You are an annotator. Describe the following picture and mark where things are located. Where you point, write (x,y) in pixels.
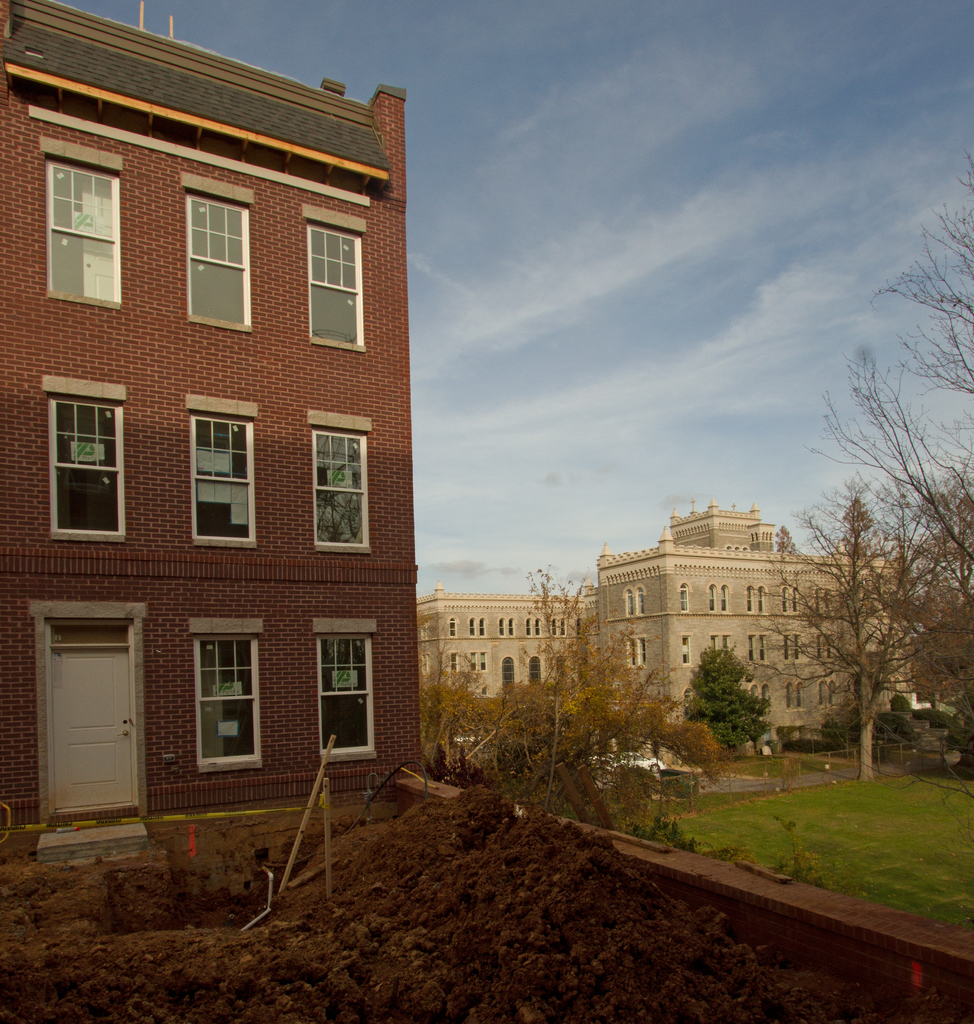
In this image there are some buildings (332,432), trees (959,643), wooden sticks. At the bottom (466,898) there is mud (48,982) and wall (685,860), and at the top (665,320) there is sky (673,353).
